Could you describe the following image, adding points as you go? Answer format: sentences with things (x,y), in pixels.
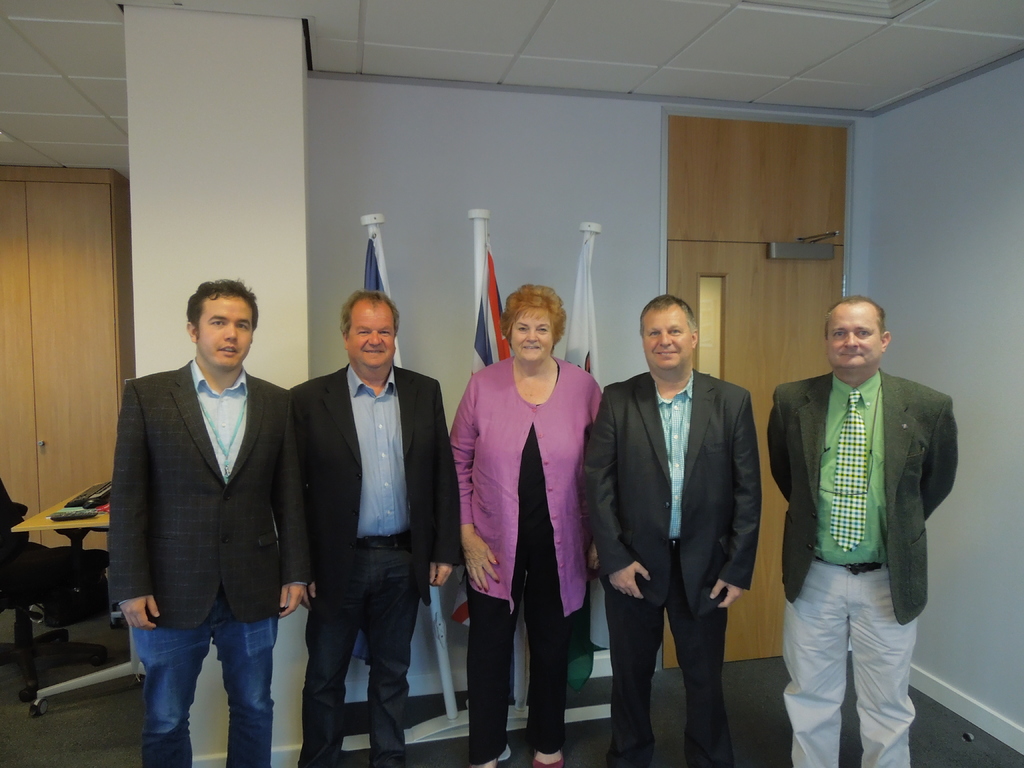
In this picture we can see there are five people (263,487) standing on the floor (769,695). Behind the people (361,527) there are poles (589,296) with flags (591,288) and there is a wall (603,283) and the door (716,301). On the left side of the people (112,517) there is a chair (43,550) and a table (69,526). On the table (45,525), there are some objects (75,504). Behind the chair (20,515), it looks like a wooden cupboard (23,339).
